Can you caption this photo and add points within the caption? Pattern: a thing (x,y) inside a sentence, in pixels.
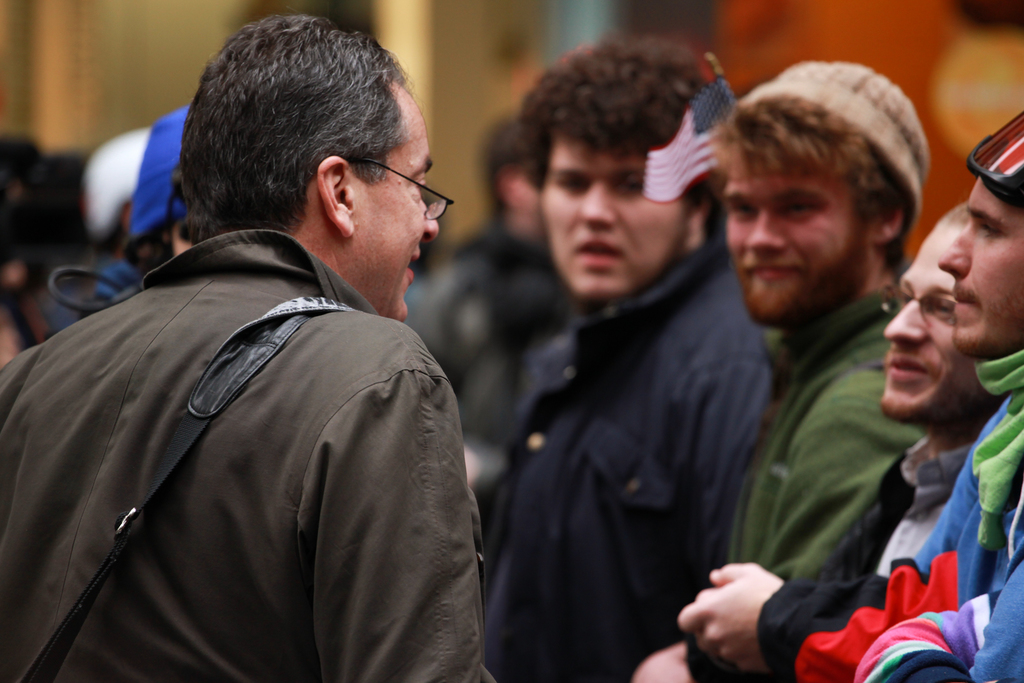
In this image we can see a man (316,236) wearing the glasses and also a bag (170,449) on the left (181,457). On the right (839,178) we can see the people (885,126) and the background (987,22) is not clear.
